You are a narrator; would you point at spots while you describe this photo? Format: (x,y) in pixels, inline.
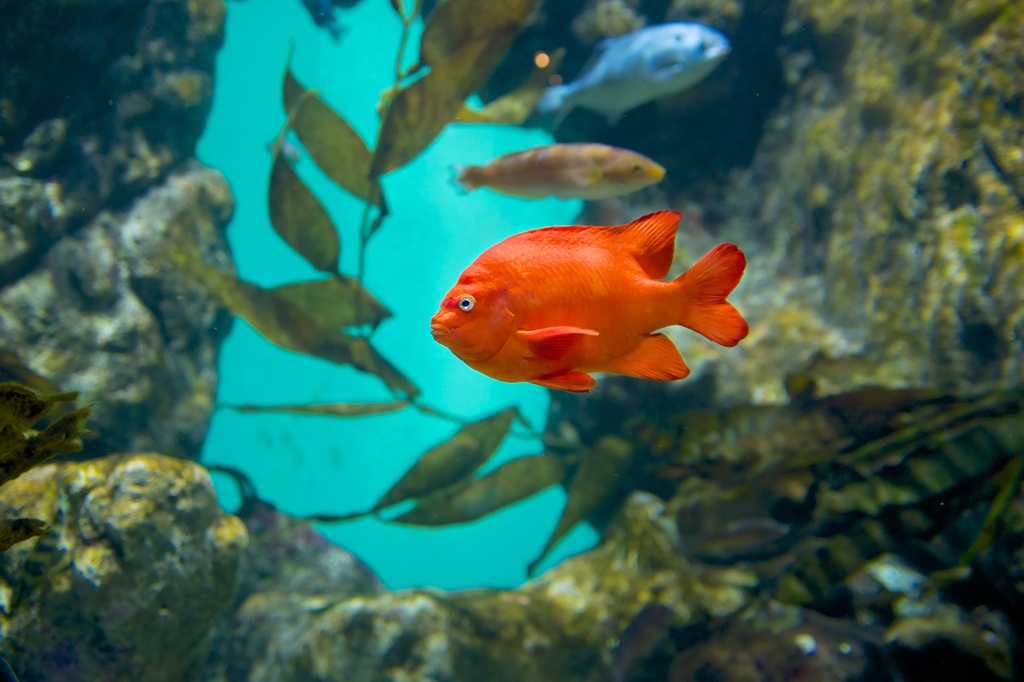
In this image there are three fishes (652,168) in water (454,369) and there are stones (717,368) and plant (362,350) around the fishes (696,39).
